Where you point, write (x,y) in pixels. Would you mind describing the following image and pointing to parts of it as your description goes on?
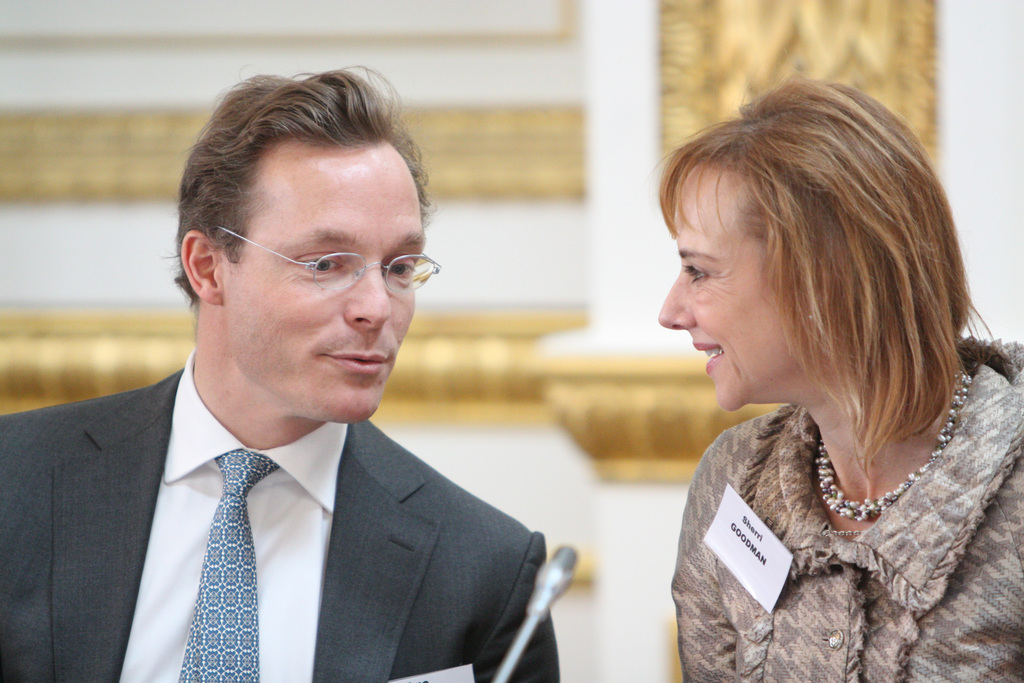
In this image we can see two people (910,442). At the bottom (504,672) there is a mic (534,625). In the background (518,271) there is a wall (541,262).
